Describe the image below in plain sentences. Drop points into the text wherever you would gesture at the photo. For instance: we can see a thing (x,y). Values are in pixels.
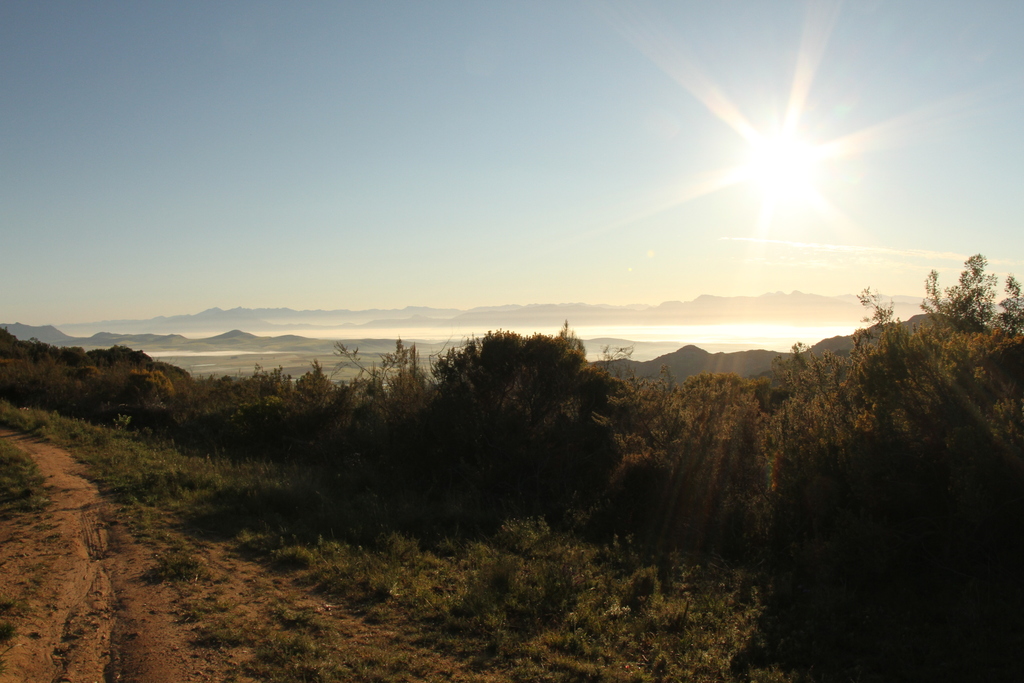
This picture is clicked in the outskirts (494,587). At the bottom of the picture (421,609), we see grass (311,618) and sand (203,635). Beside that, there are many trees (508,438) and behind that, we see water (769,336). There are many hills (610,313) in the background (776,313). At the top of the picture (416,82), we see the sky (569,126) and the sun (773,155).
